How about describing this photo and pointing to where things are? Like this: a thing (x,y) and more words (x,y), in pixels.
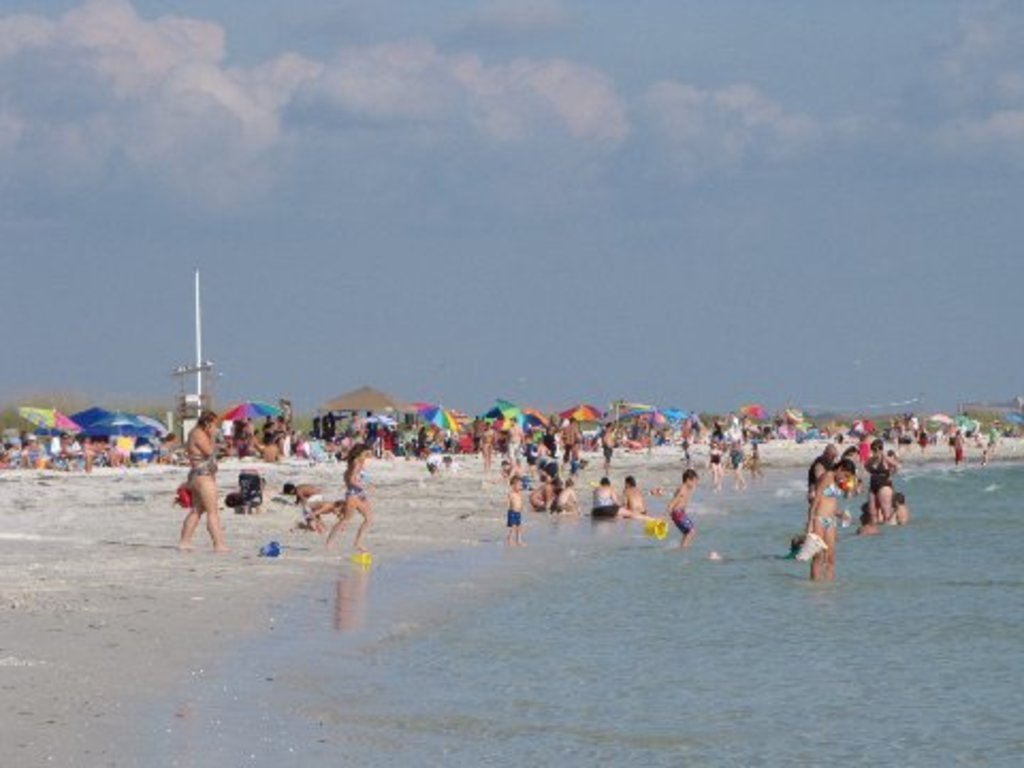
In this image I can see number of people (551,475) where few are standing in water (509,557) and few are standing on ground (353,581). I can also see number of umbrellas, clouds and the sky (460,168) in background (496,234).
